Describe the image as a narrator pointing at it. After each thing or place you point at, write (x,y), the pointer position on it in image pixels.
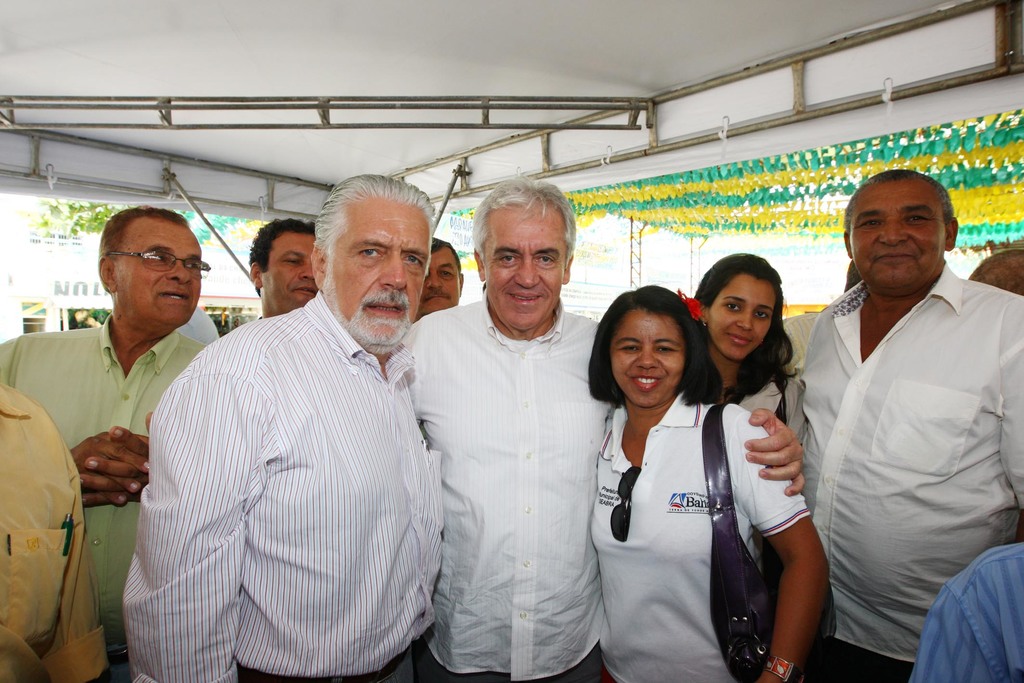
In this image at front (142,624) people (403,336) are standing on the floor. At the back side (95,210) there are buildings (71,239) and trees (215,215).
